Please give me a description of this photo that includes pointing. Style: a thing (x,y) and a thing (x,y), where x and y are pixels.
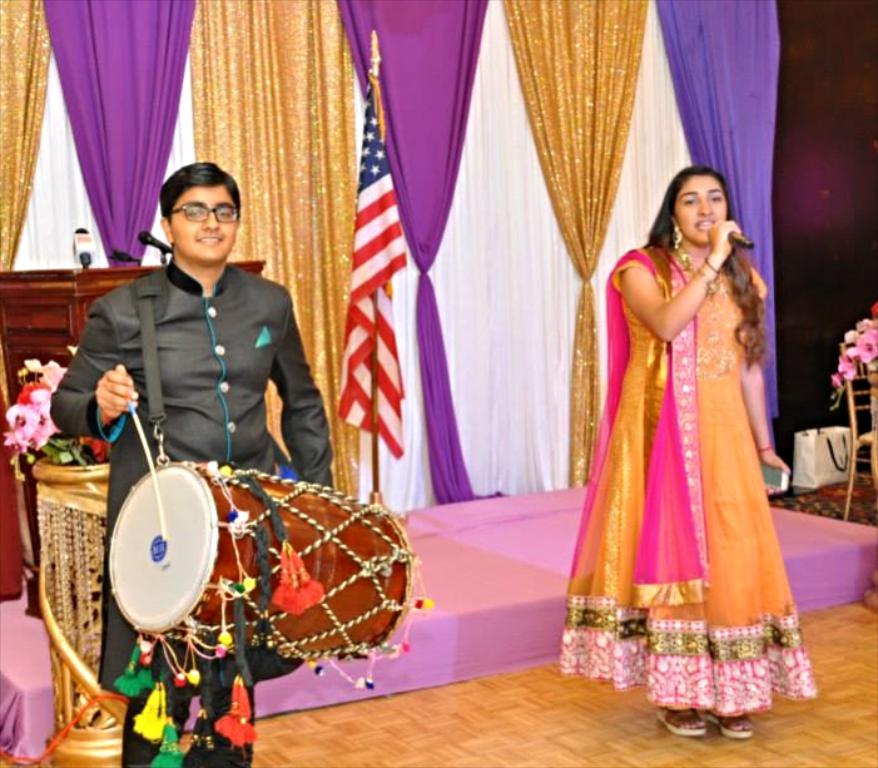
this picture shows a man (237,413) holding drum (171,615) in his hand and we see woman (665,475) standing and singing with the help of a microphone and we see a podium (54,323) on their back (421,8) and a flag (387,373).
